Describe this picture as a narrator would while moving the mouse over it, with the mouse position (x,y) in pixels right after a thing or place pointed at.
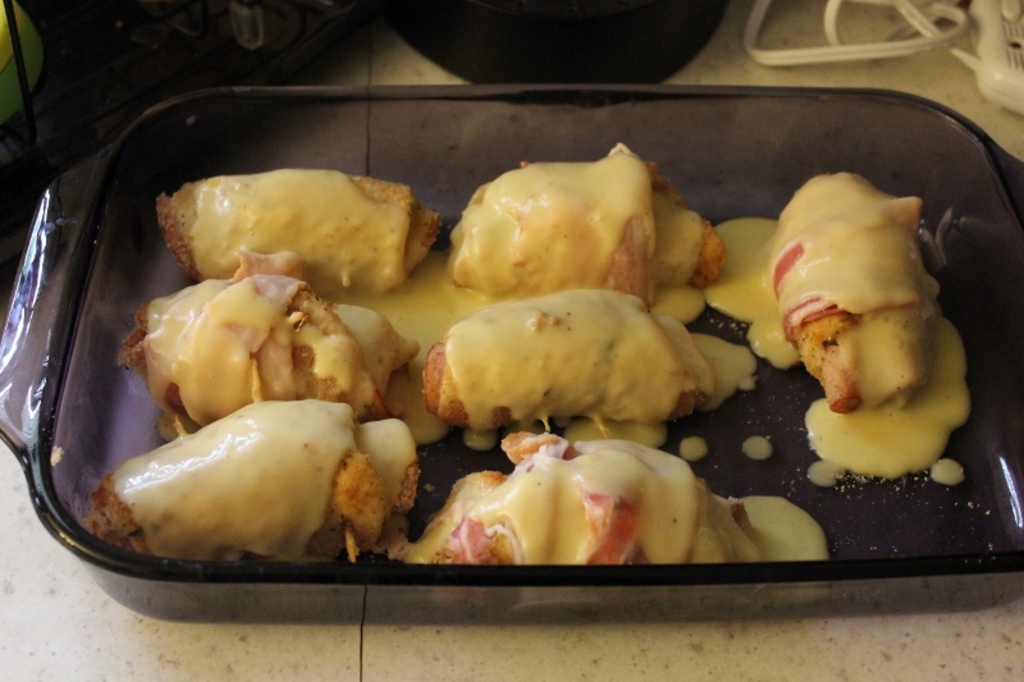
In this image we can see a serving tray (782,461) in which food (426,216) is topped with some sauce (299,494).
